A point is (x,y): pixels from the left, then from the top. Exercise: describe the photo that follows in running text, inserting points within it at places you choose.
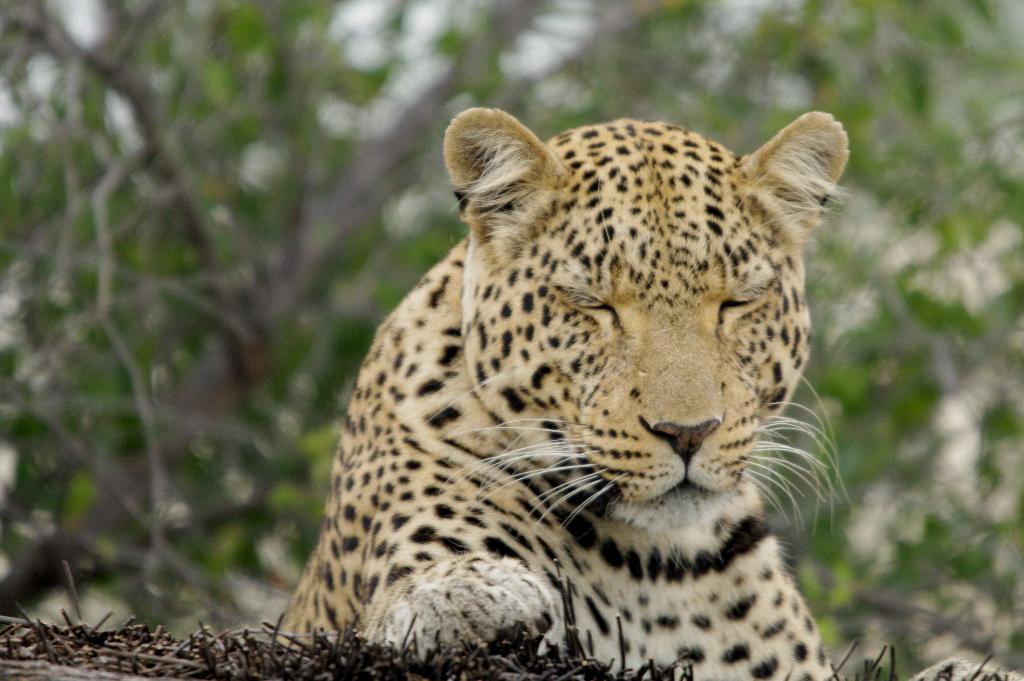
In the middle of this image (564,419), there is a leopard (410,572) in yellow and black color combination on a ground (505,649). In the background (921,279), there are trees (508,46). And the background (887,386) is blurred.
